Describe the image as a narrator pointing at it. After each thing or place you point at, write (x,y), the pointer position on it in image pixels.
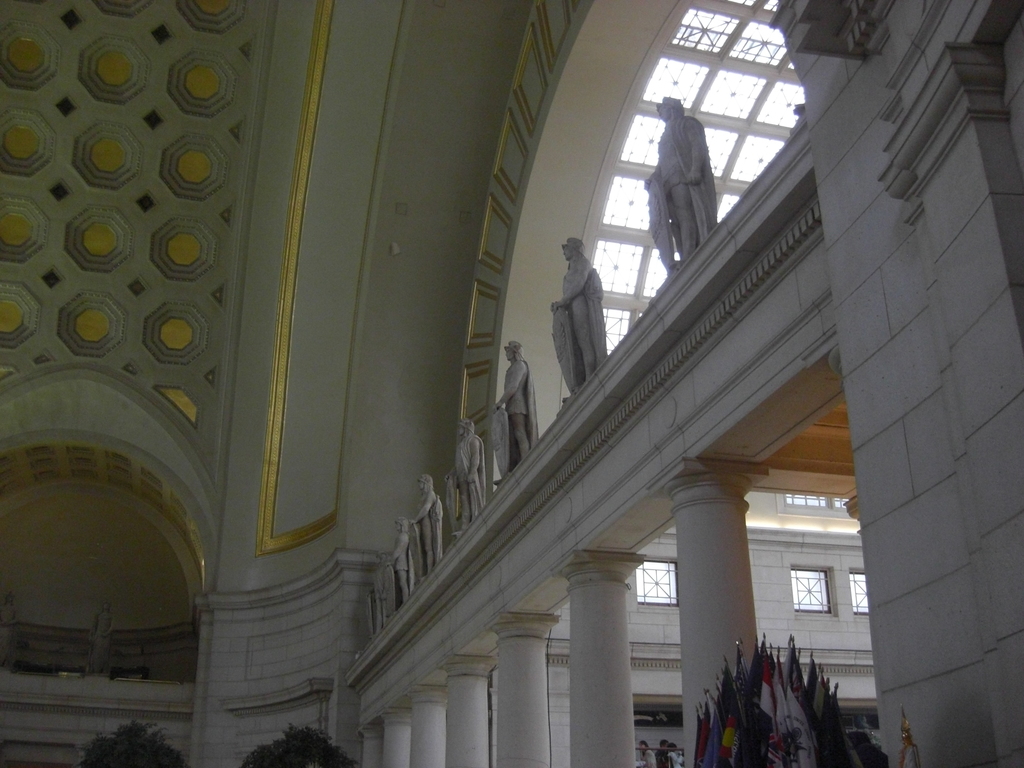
In this image we can see building (275,429), pillars (707,611), flags (779,667), flag posts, statues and windows (695,90).
